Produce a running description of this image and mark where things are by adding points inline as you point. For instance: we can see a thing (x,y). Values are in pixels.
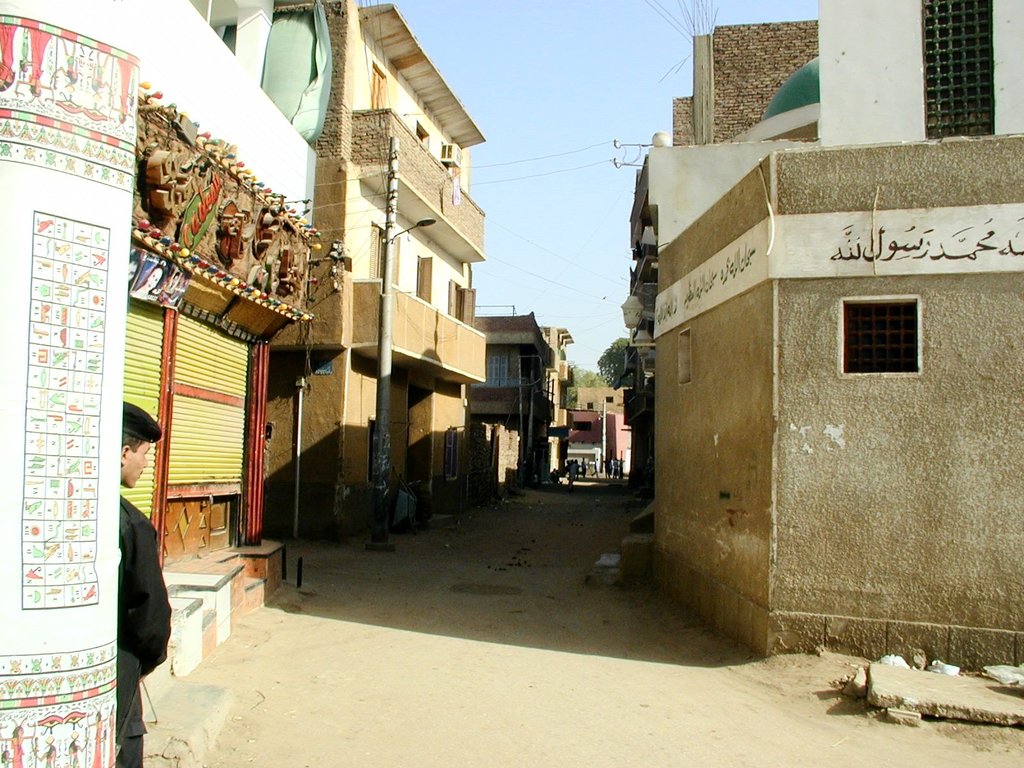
In this image I can see a person (144,618) wearing black dress (143,621) and black cap (134,420) is standing and I can see few buildings (400,286), a pipe (385,351) and the road (536,603). In the background (609,325) I can see few persons (581,462) standing, few trees (611,382), few wires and the sky (590,175).
